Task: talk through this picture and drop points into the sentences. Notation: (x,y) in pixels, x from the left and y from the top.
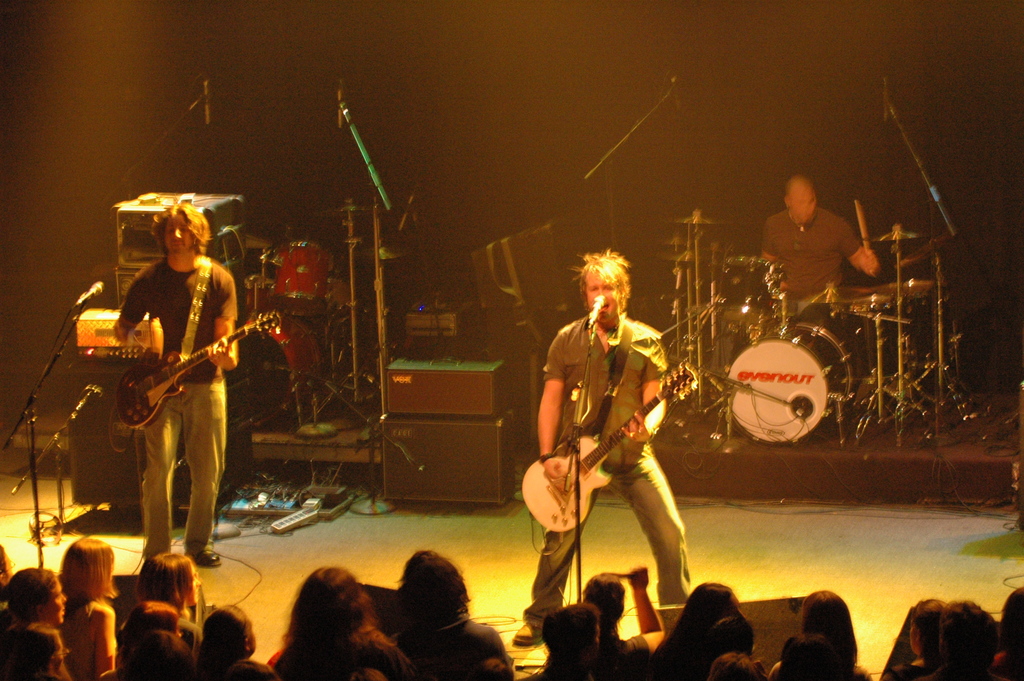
In this image i can see there are two men (634,388) who are playing guitar (150,369) and a man (808,288) is playing drums (781,330) on the stage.
